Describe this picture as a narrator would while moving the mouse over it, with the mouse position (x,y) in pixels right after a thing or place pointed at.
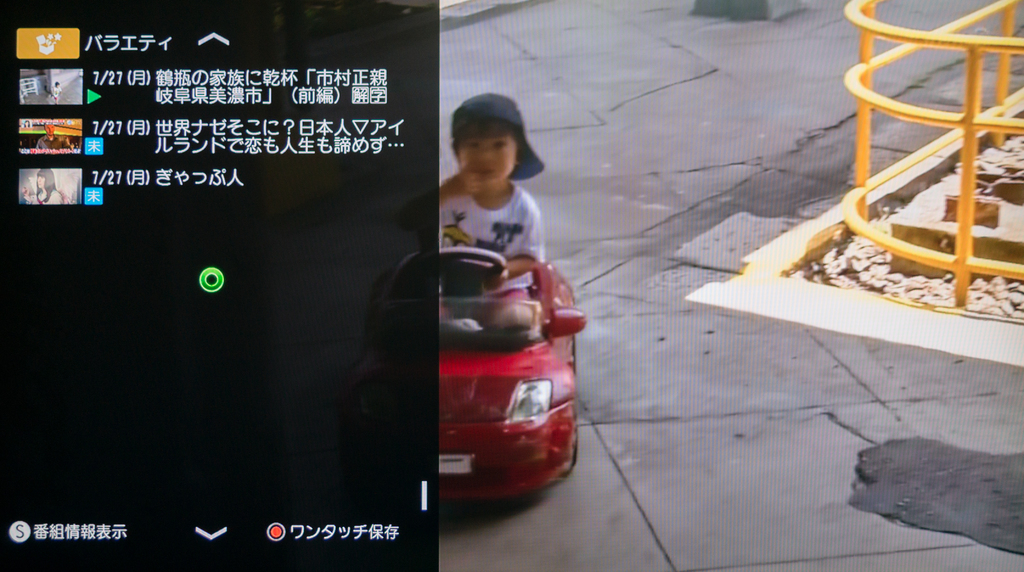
In this image there is some thing (86,189) written on japanese about the videos, beside that there is a boy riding toy car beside the fence (921,116).
